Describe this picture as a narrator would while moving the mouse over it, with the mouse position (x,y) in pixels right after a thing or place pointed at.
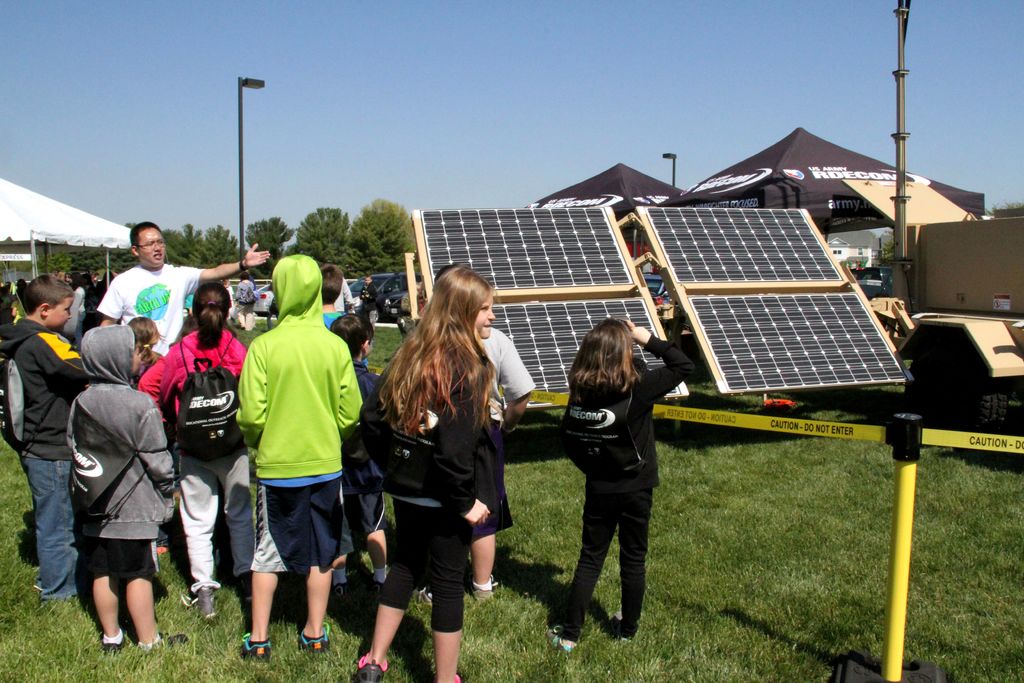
In this image there are people (325,561) and we can see tents (808,137). There are solar panels (520,335). At the bottom (503,634) there is grass (513,621) and we can see a vehicle (939,276). There are poles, trees (60,251) and sky (378,109). We can see cars (402,288).
